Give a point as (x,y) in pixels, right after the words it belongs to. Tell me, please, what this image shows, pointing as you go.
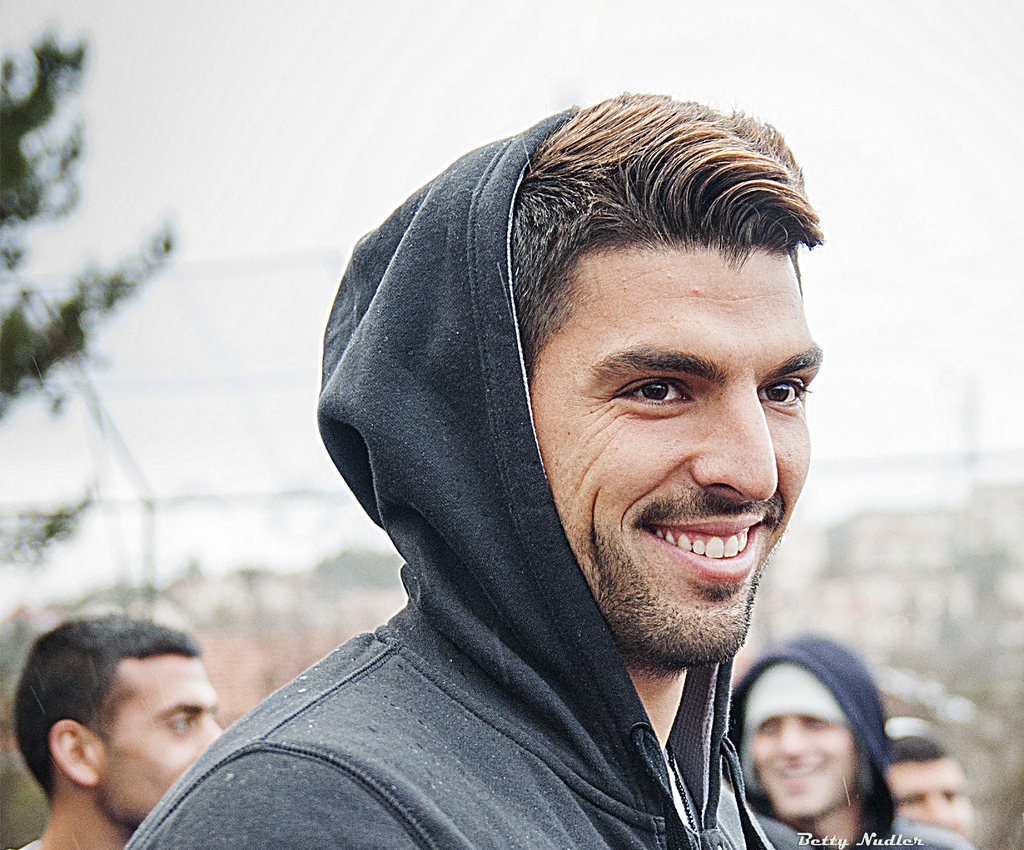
In this image there are group of persons (587,747) truncated towards the bottom of the image (835,824), there is text (866,839) towards the bottom of the image (834,835), there is a tree (67,169) truncated towards the left of the image (58,202), the background of the image (235,539) is blurred.
